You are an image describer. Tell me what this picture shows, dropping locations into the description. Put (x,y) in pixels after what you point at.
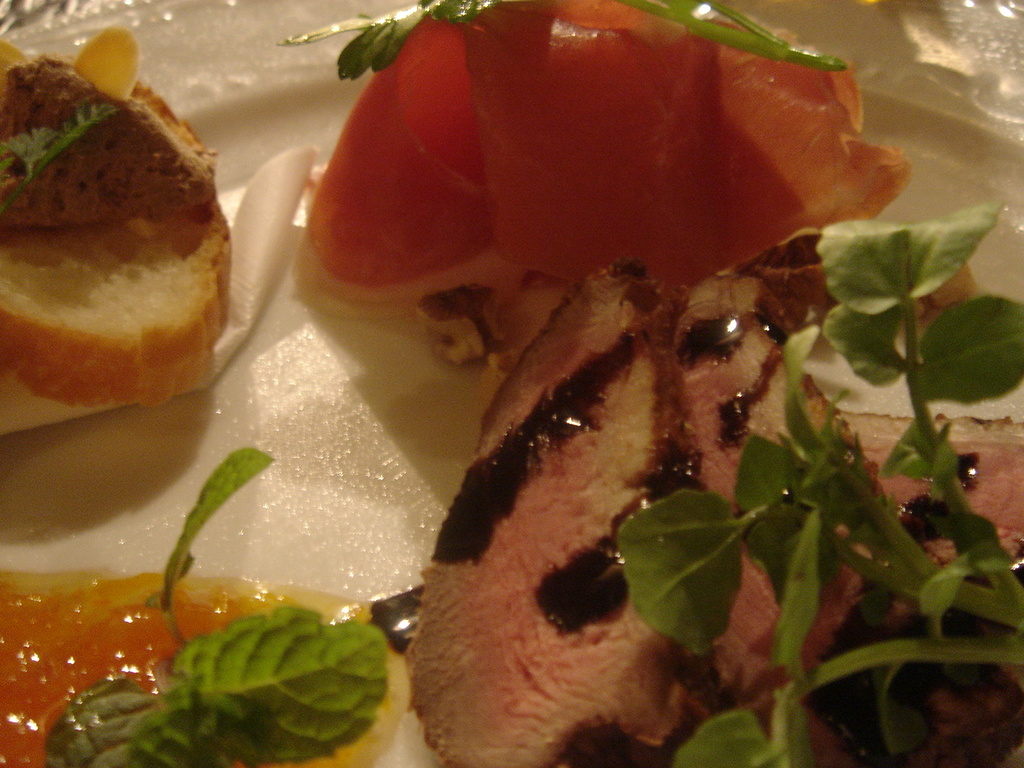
In this image we can see some food items (493,429) and leaves (298,704) on the plate (926,38).
